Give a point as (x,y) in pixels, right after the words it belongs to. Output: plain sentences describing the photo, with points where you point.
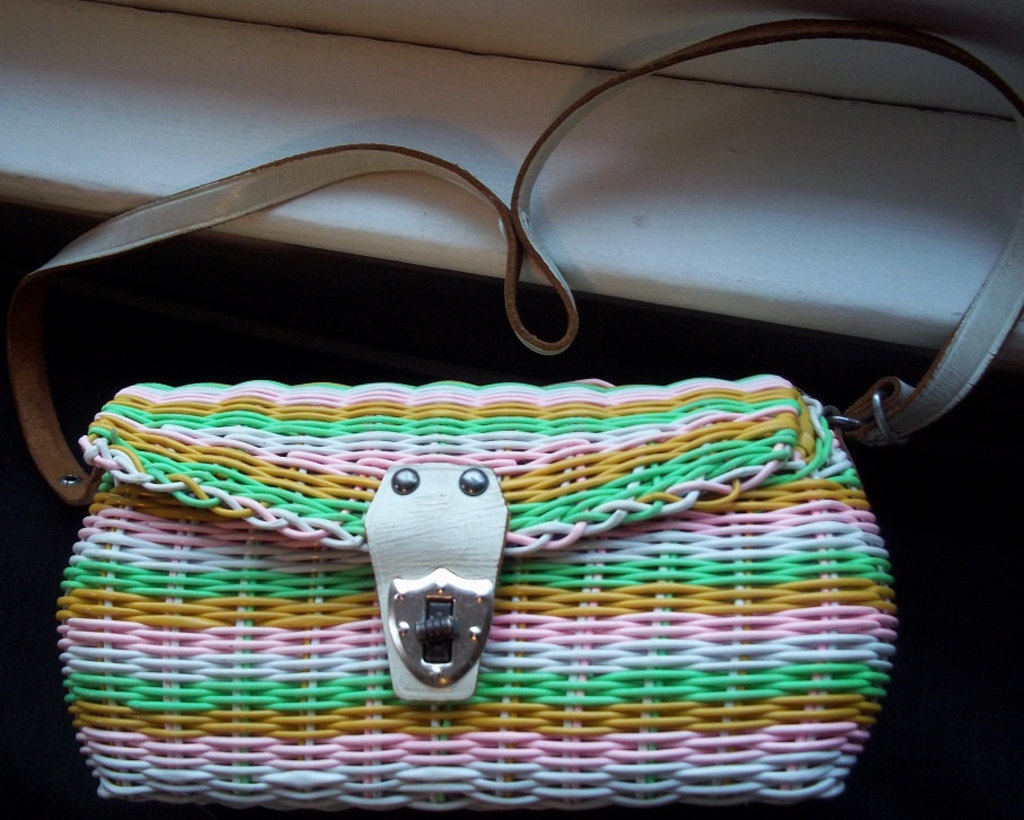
In this image, a handbag (632,732) is visible and a table (721,308) of white in color. This image is taken inside a room (609,296).
